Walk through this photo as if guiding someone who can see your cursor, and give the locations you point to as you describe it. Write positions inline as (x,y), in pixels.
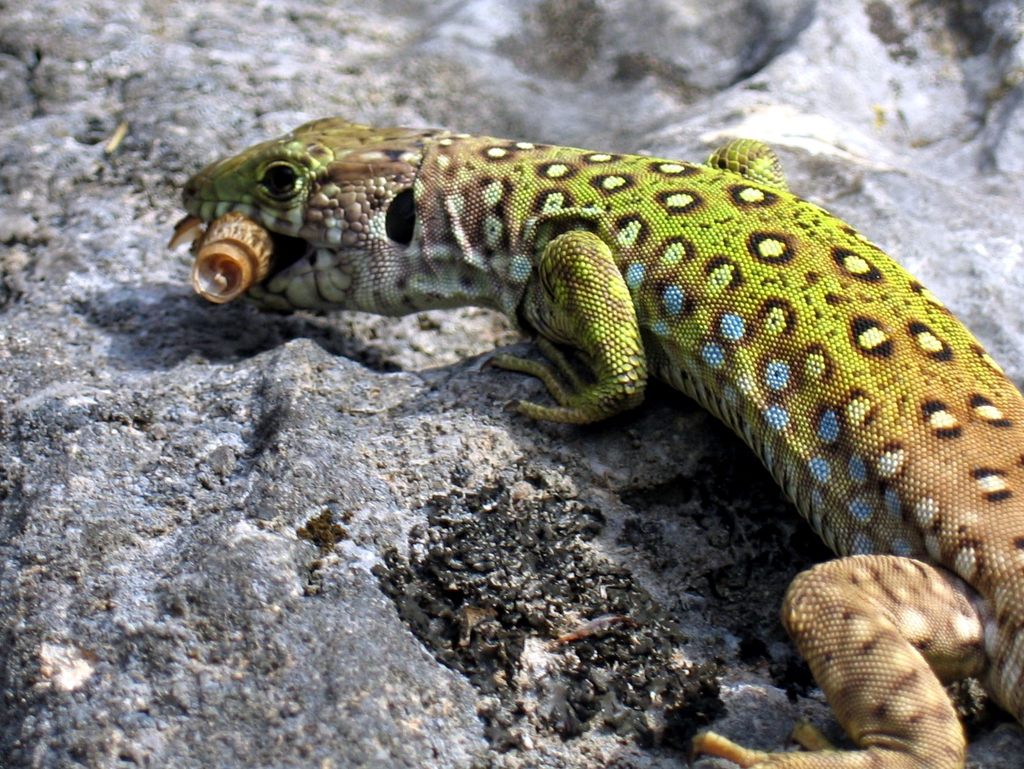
It is an ocellated lizard (434,192) which is in the shade of green color.
